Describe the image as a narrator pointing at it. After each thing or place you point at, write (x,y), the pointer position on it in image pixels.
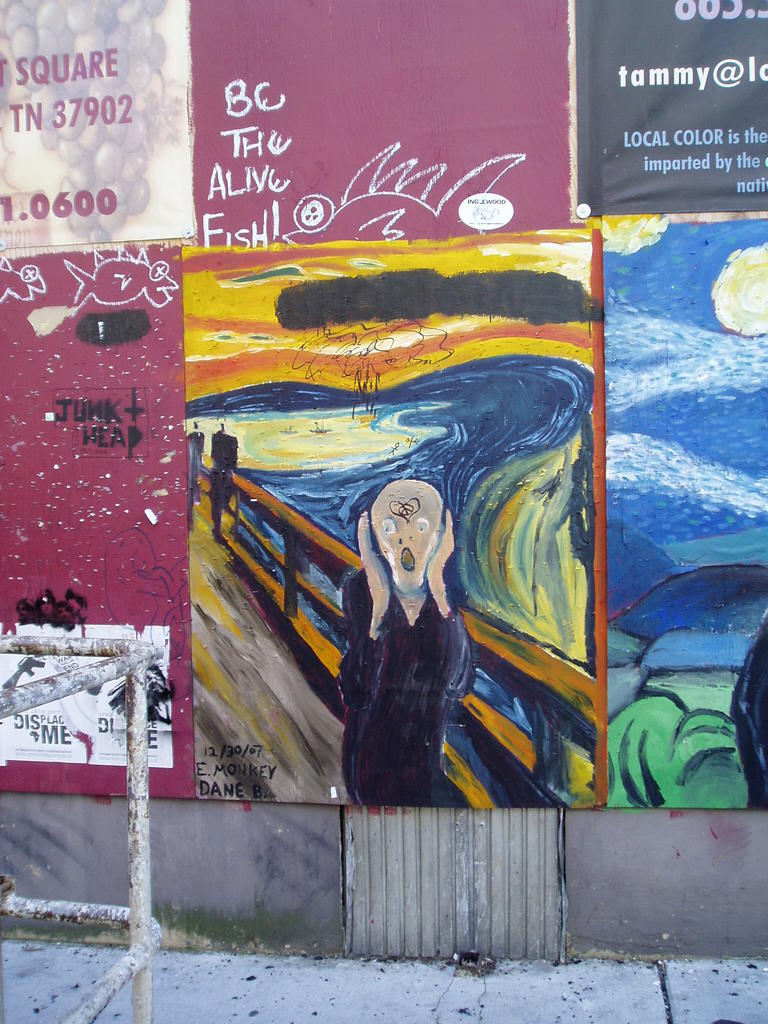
In this picture we can see few arts (460,805) on the wall (450,815), and also we can find metal rods (27,905).
